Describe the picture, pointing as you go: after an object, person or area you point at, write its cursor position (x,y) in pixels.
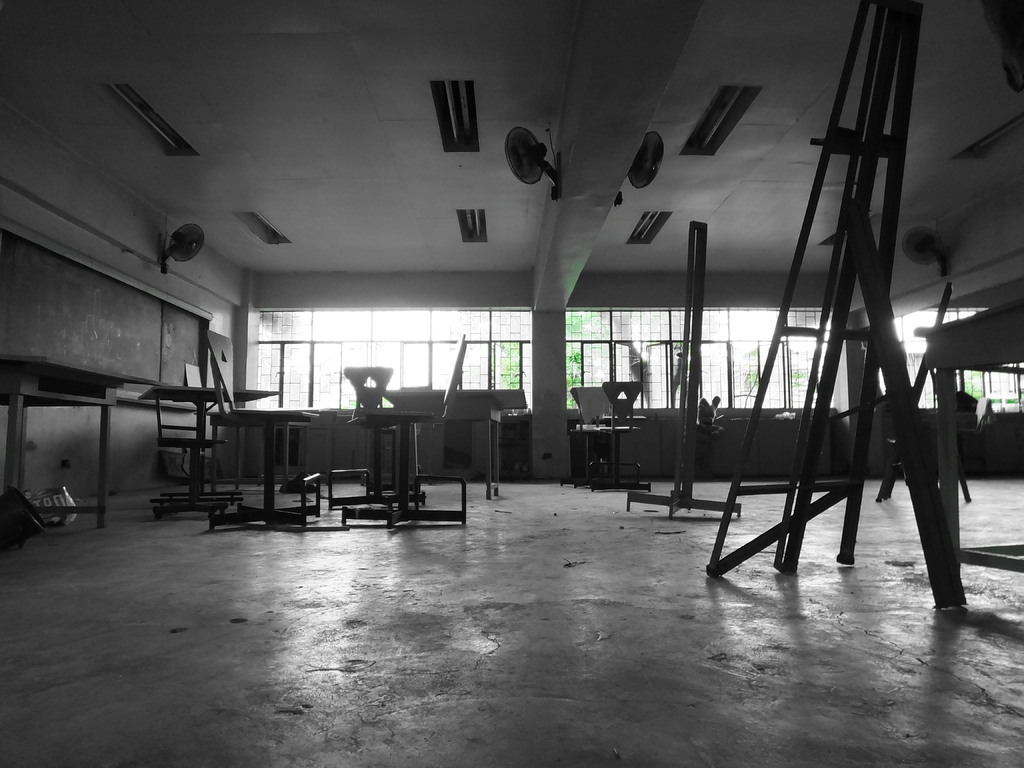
In this image I can see few benches (345,509) on the floor (565,522). I can see few fans (172,260), few lights (472,145), the ceiling (273,96), the board (191,357) and few windows (670,332) through which I can see few trees (510,379).
